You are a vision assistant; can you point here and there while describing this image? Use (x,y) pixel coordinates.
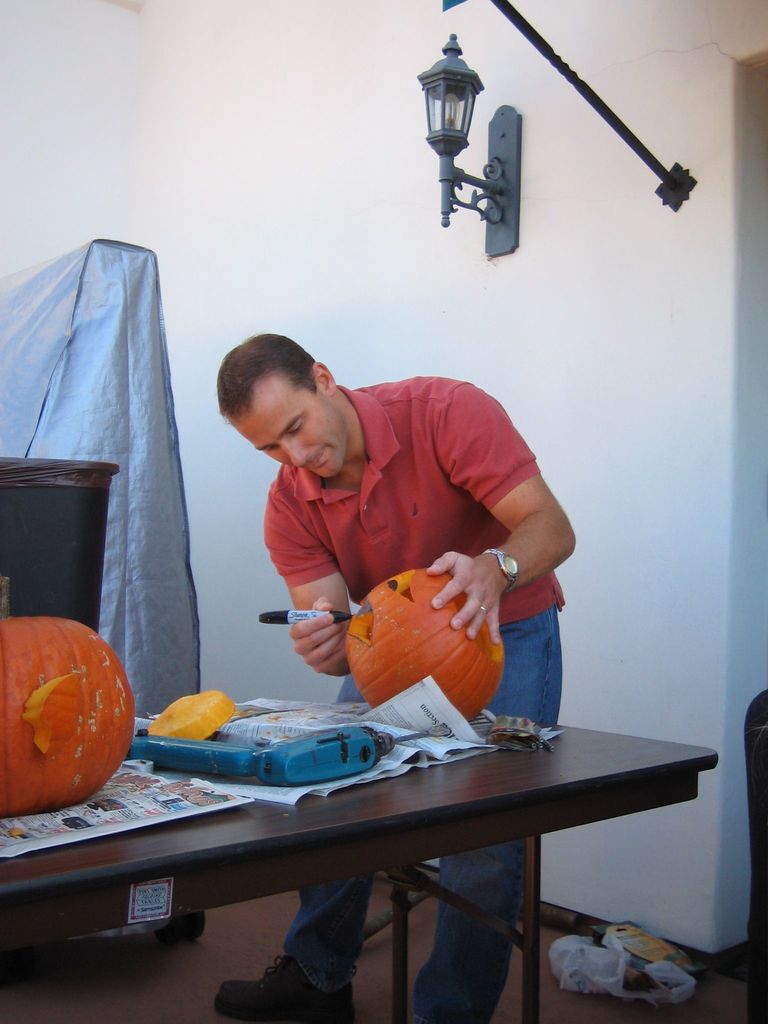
Here we can see a person (345,426) is standing on the floor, and here is the table (346,808) and pumpkin (387,641) on it and some other objects (218,756), and here is the wall (294,93), and here is the lamp (442,195).
